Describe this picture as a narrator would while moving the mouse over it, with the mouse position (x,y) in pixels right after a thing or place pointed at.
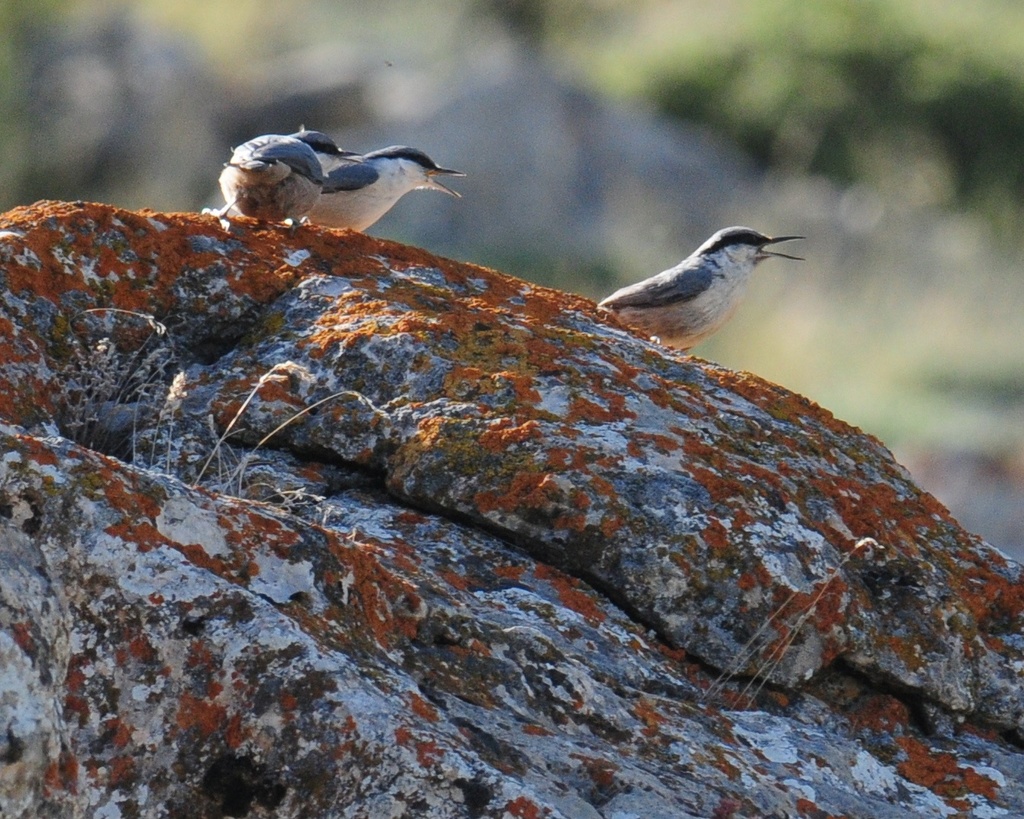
Background (440,19) portion of the picture is blur. In this picture we can see birds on the rock (289,385). Tiny plants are also visible.
